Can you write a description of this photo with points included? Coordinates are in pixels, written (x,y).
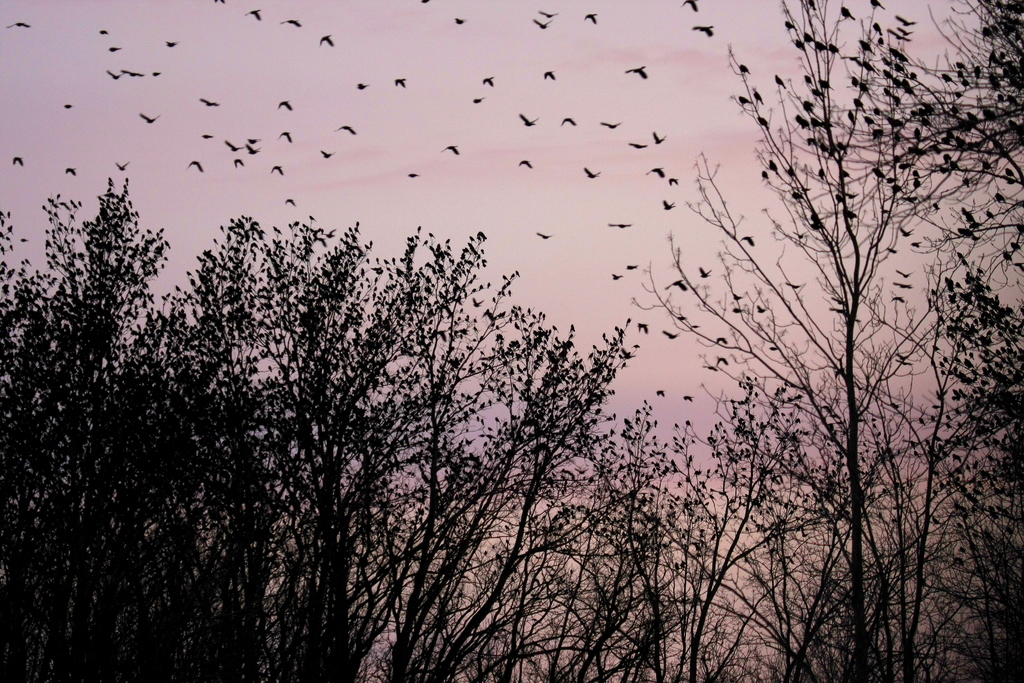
In this picture we can see some birds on the trees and some birds (341,131) flying in the sky (410,121).
